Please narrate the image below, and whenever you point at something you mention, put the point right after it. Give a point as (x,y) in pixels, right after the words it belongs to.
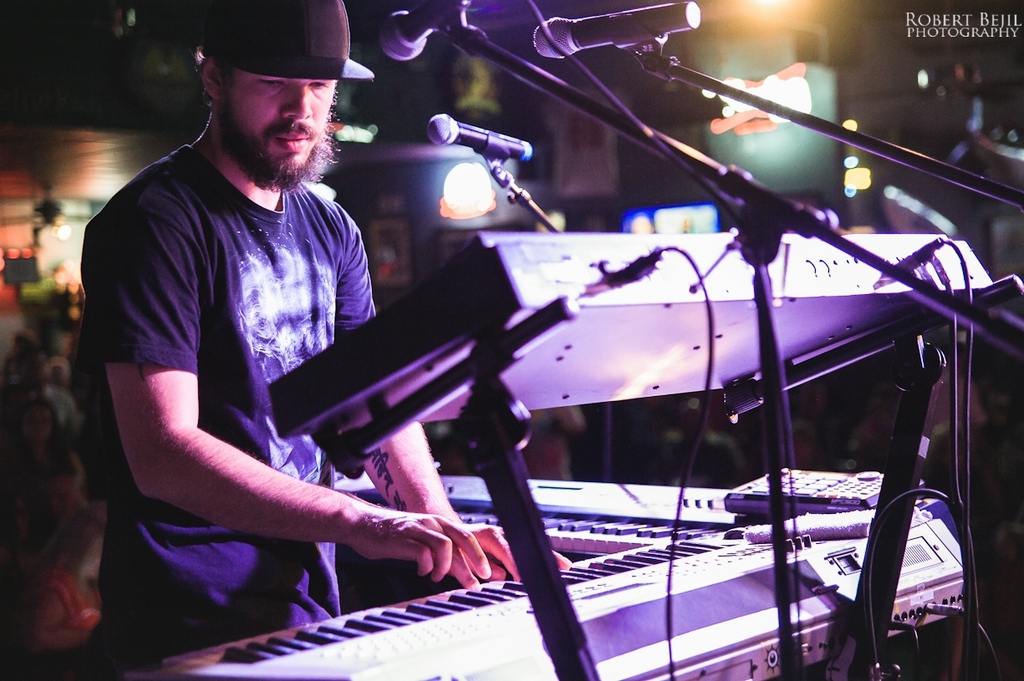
In this image there is a man (186,403) standing. He is wearing a hat (261,33). In front of him there are musical keyboards (469,490). He is playing musical keyboards (493,589). There is a tattoo (393,481) on his hand (389,476). In front of the keyboard (841,631) there are microphones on the stands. Behind him there are people (48,359). The background (55,318) is blurry. In the top right (951,16) there is text (926,32) on the image.
